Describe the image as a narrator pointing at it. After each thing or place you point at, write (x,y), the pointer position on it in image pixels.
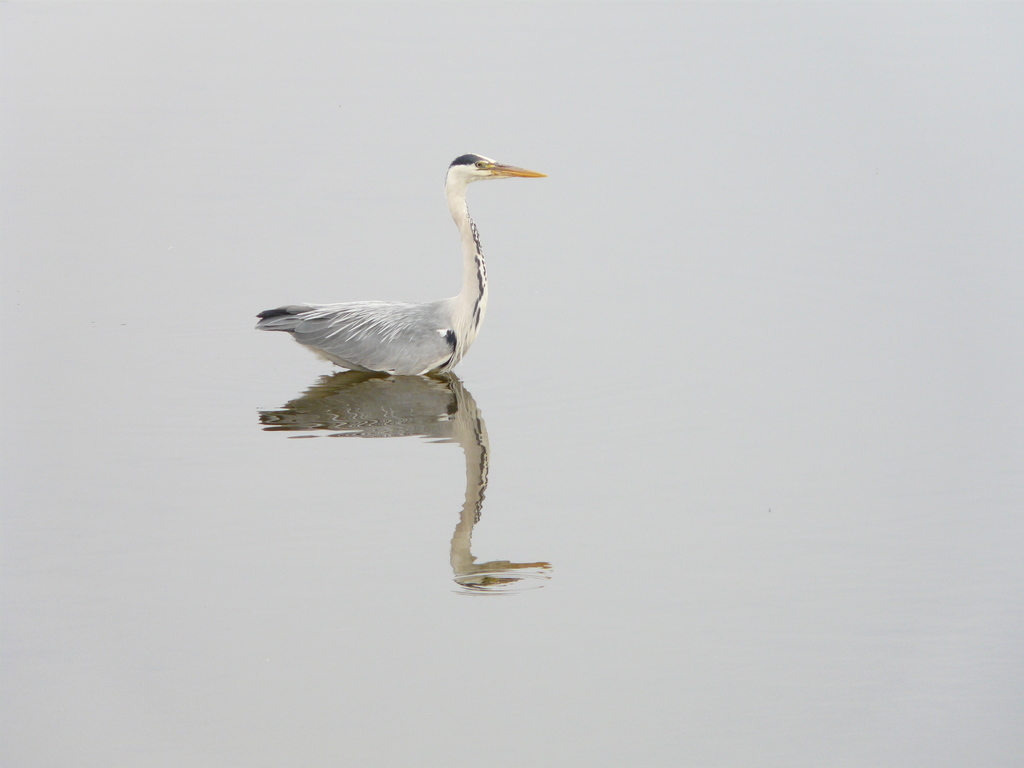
In this image we can see a bird (319,334) on the surface of water (267,282).
